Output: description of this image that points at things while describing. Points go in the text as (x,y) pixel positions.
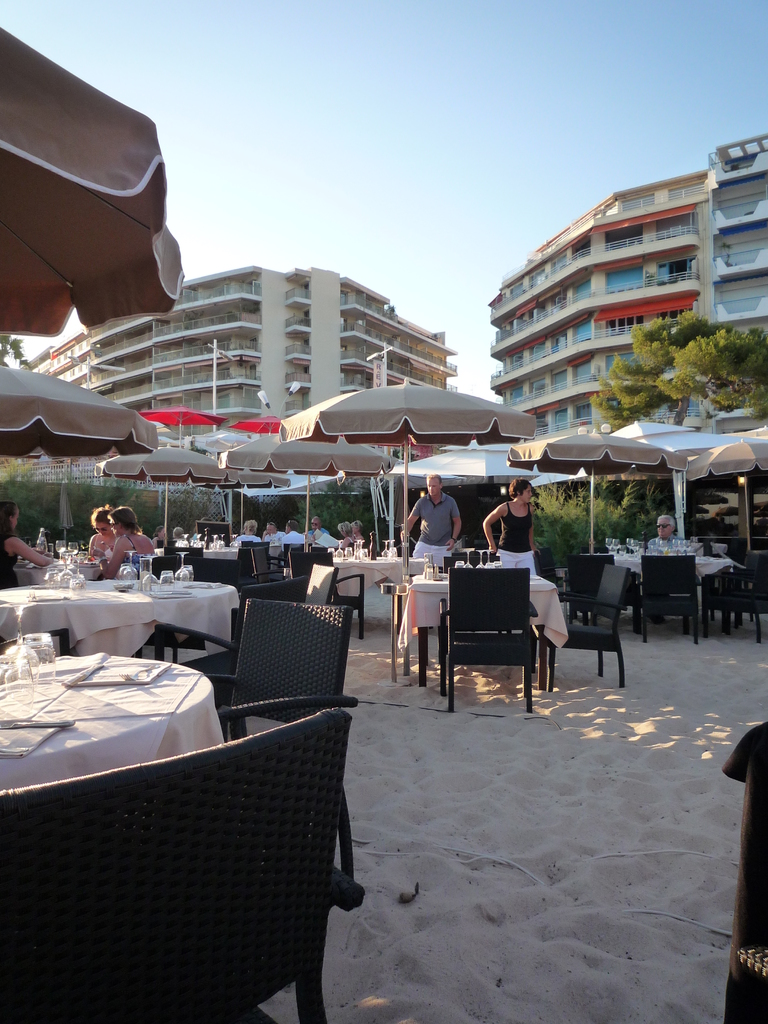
In this picture, we see many tables (121,601) and chairs (342,619). Above the table (419,642), we see tents (398,392) which are grey in color. I think this might be restaurant (349,659). Behind that, we see buildings (432,333) and trees (623,379).
